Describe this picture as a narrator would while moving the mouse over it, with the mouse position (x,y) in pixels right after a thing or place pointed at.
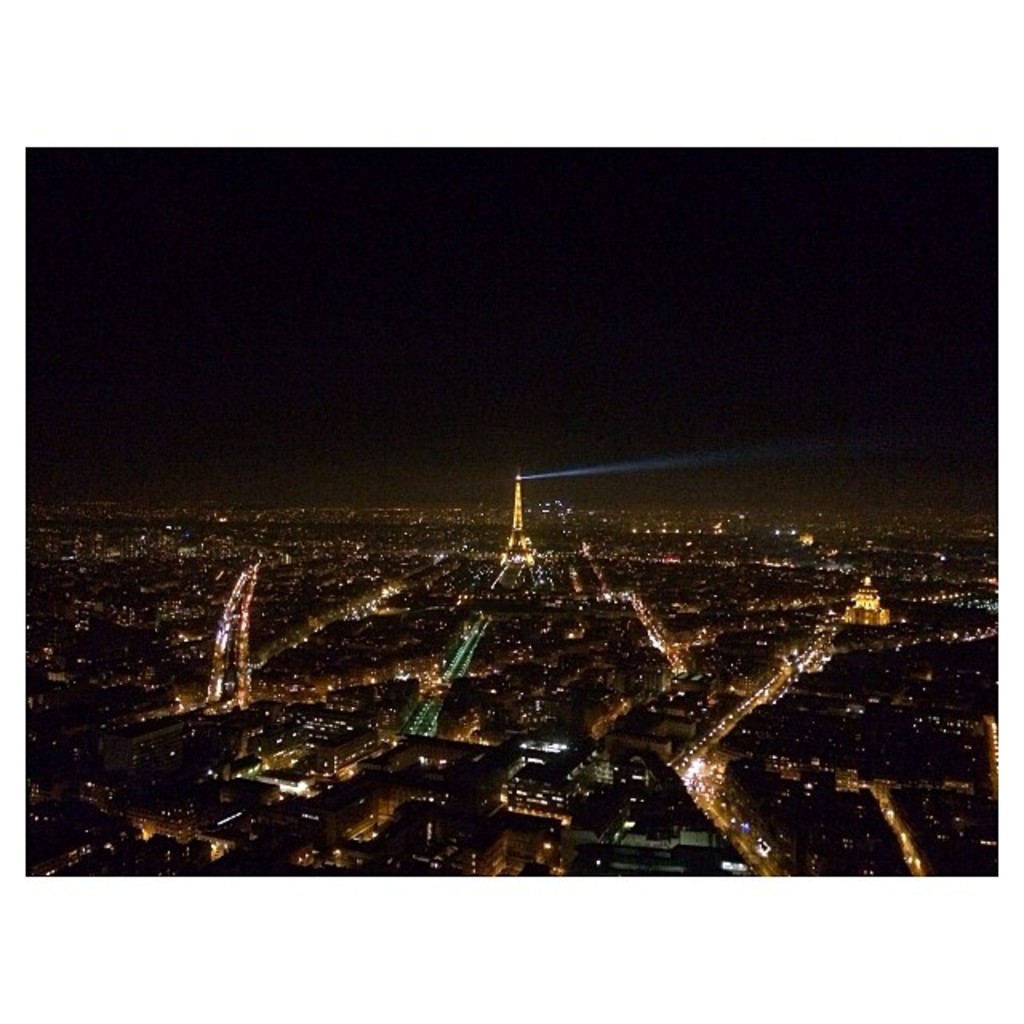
In the picture I can see few buildings (808,608) which has few lights (533,558) on it.
